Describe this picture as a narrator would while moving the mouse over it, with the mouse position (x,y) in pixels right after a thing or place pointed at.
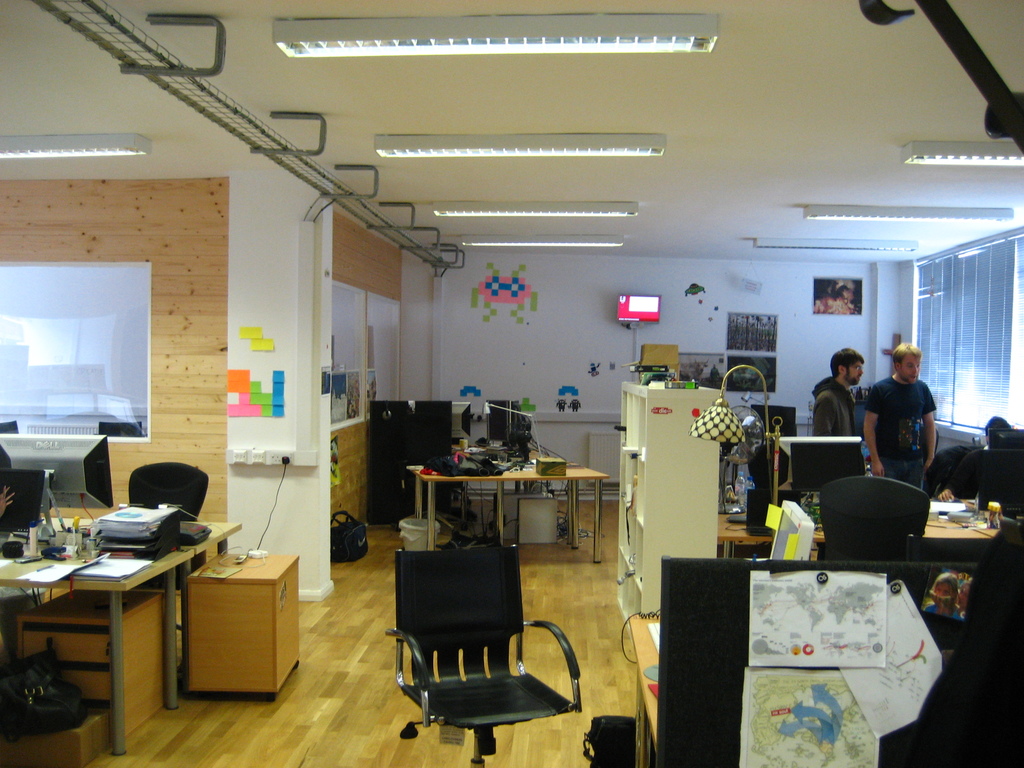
As we can see in the image there is a white color wall (669,329), screen (55,314), tables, chairs (401,573), few people (915,425) standing and sitting over here, a television (656,302). On table (734,518) there is a lamp (773,438) and laptops (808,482).
